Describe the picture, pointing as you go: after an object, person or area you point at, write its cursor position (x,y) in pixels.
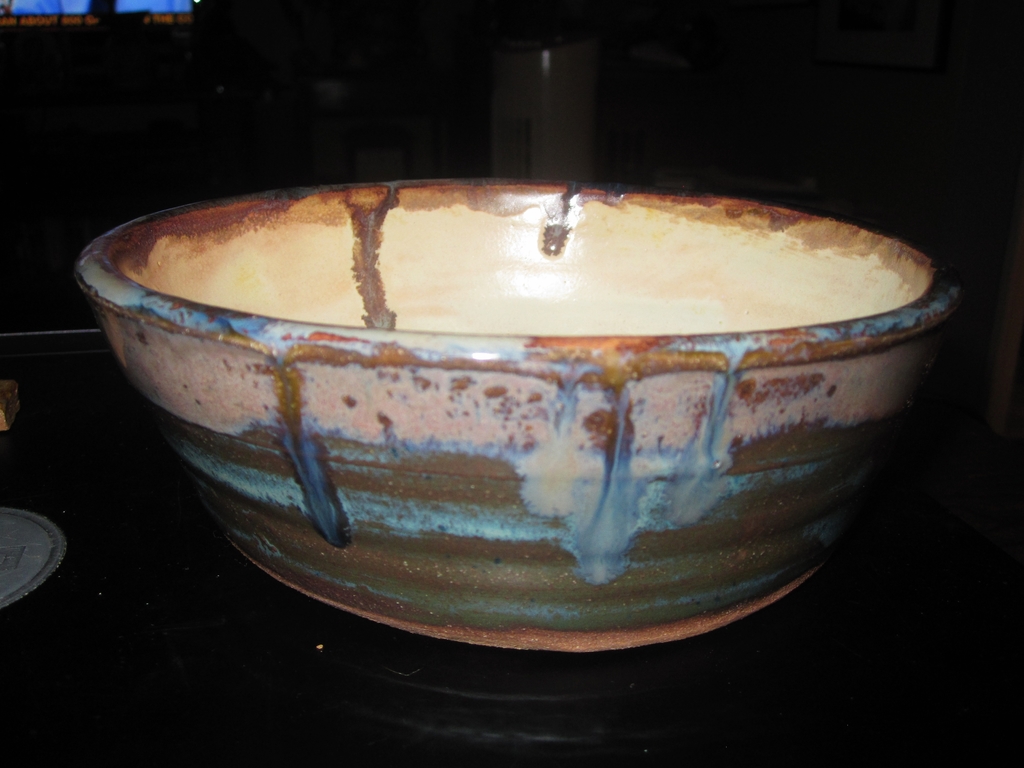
As we can see in the image there is a table (985,726). On table (75,627) there is bowl (302,543). In the background (122,39) there is a TV screen (74,17) and wall (256,120). The background (637,4) is blurred.
